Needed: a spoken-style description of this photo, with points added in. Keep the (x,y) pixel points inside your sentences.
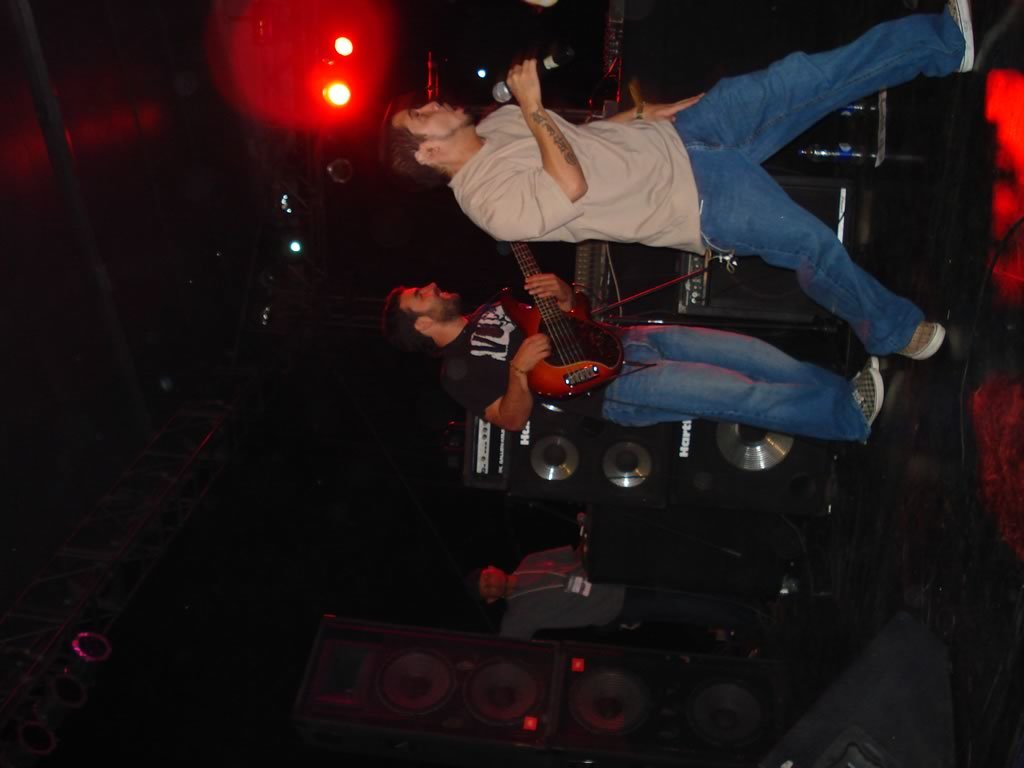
The picture is taken during the performance of a band (484,228). In the center of the picture (464,418) there are speakers (532,428), a person (546,341) playing guitar (519,258) and other person (569,151) holding mic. On the left (308,90) there are lights (340,40) and other objects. In the center of the background (585,601) there is a person (549,598) standing.
